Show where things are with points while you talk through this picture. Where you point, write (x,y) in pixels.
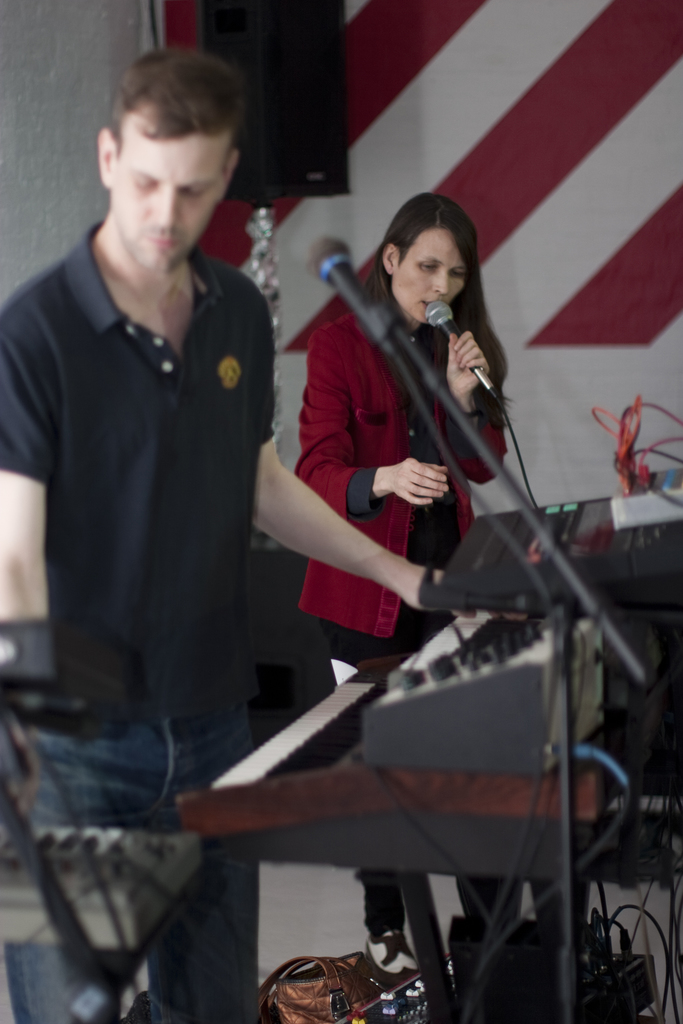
In this image there is man (162,528) who is wearing a blue t shirt (128,444) and a blue jeans (140,747). There is a keyboard (245,816) in front of him. He is working on a music system (510,641). Beside him there is a woman (346,417) wearing a coat (358,416). She is holding a mic (453,322). It is looking like as she is singing. Down there is bag (322,964). Behind her there is a speaker (268,181) on a stand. In the background (453,86) there is a wallpaper (571,167) of white and red color.
